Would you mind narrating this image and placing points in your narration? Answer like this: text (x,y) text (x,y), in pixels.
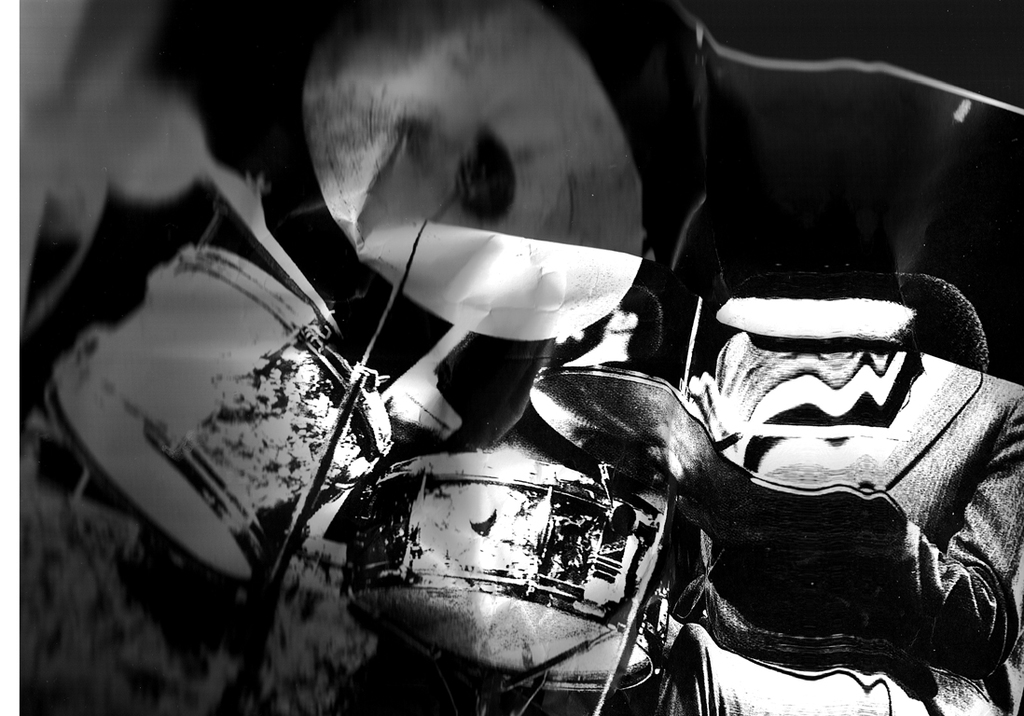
This is a black and white picture, it seems to be a person (656,339) and a drum kit (490,509) in the front (484,257).
